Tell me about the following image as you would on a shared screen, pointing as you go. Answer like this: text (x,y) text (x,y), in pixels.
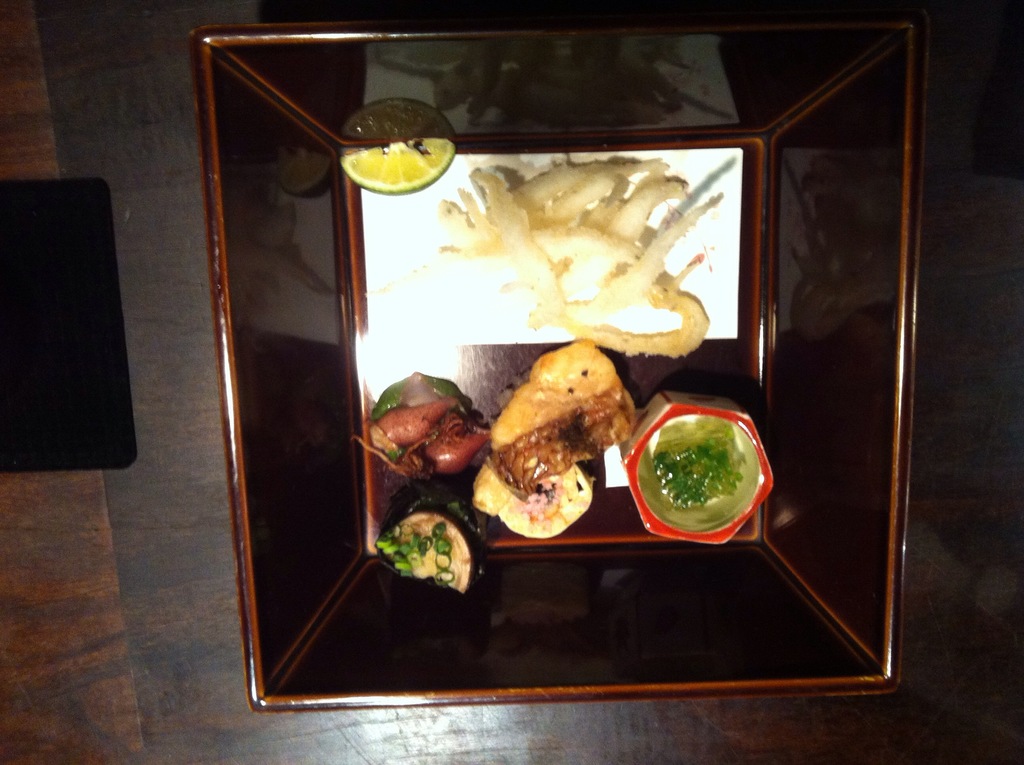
In the image there is a bowl (831,495) with lemon slice (409,147) and some other food items (653,200) in it. On the left side of the image (78,303) there is a black object (93,314) on the wooden surface (249,751).
